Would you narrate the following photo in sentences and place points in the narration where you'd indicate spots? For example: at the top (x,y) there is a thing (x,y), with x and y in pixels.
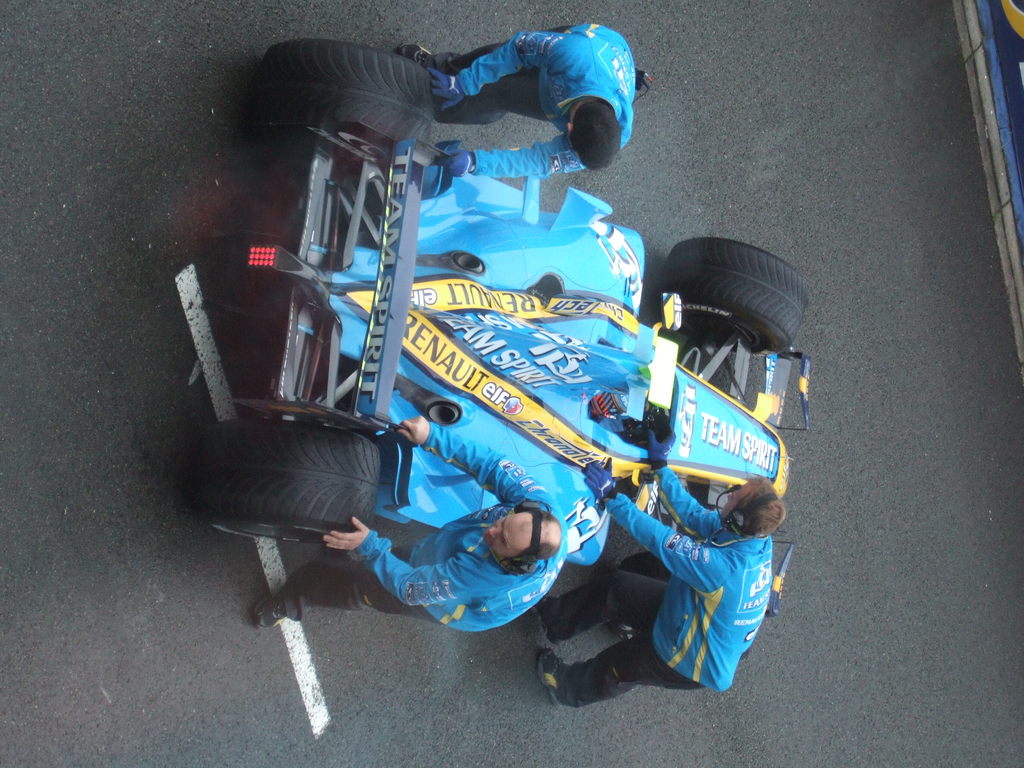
In the image we can see there is a blue colour racing car (402,447) and there are three people (711,612) who are pushing the car (388,416). They are wearing blue colour jackets (586,35) and the racing car (334,284) is on the road (137,347).
